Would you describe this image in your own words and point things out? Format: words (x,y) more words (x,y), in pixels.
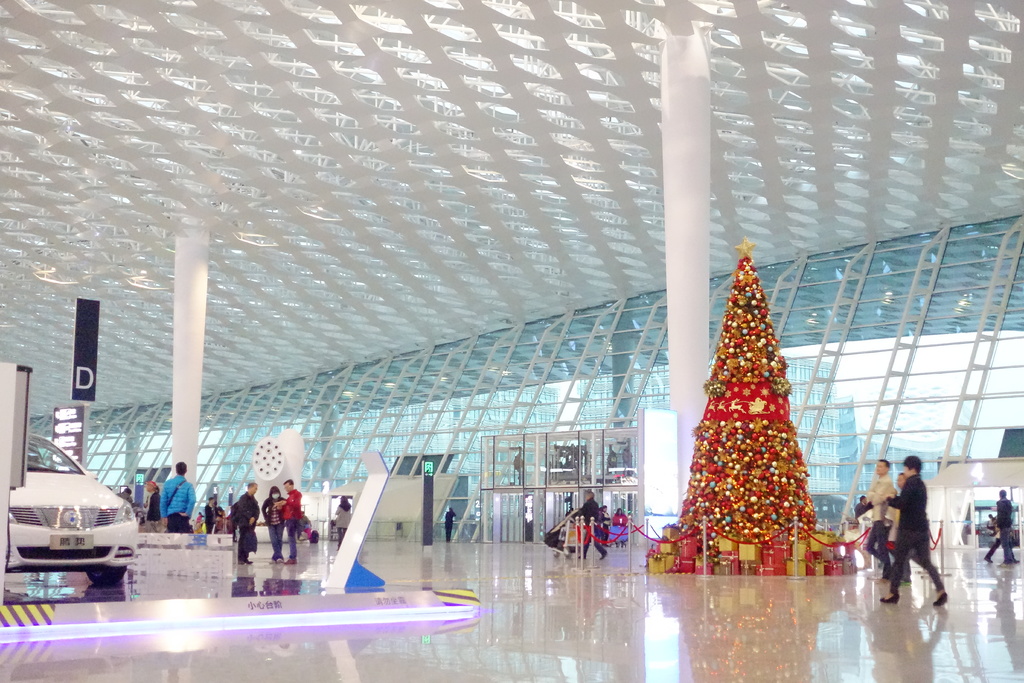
In the picture we can see a floor (862,630) on it we can see a new car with a price board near it and some far from it we can see a decorated tree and some people (1006,527) walking beside it and behind we can see some pillars (670,299) and a glass wall (973,298) from it we can see outside buildings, and to the ceiling (426,163) we can see full of lights (304,213).
